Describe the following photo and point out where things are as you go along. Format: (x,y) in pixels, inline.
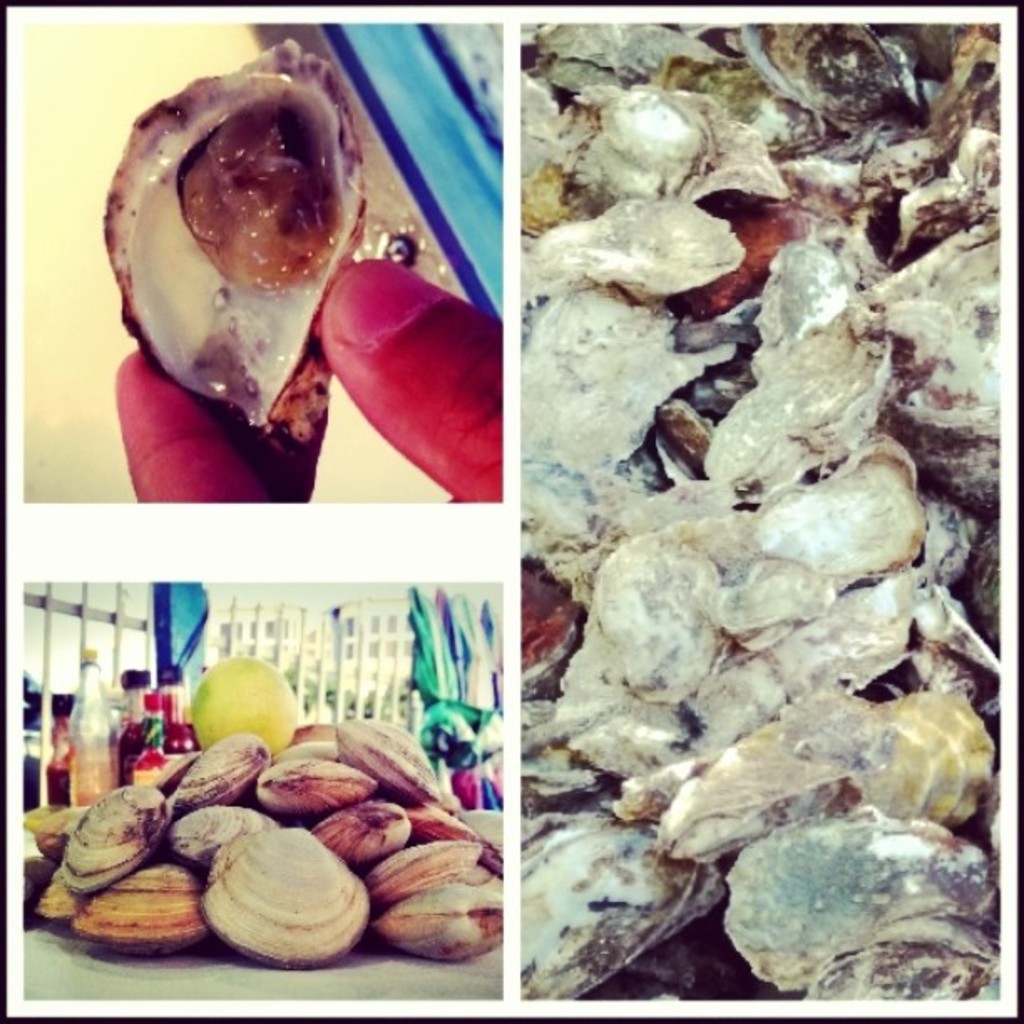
It is a collage image. In this image at the top left (240,193) there is a person (135,360) holding the shell (208,259). At the bottom left (129,978) there is a table (114,990) and on top of it there are shells (151,804), bottles (68,799) and a few other objects (252,695). On the right side of the image (765,589) there are shells (738,795) on the table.
